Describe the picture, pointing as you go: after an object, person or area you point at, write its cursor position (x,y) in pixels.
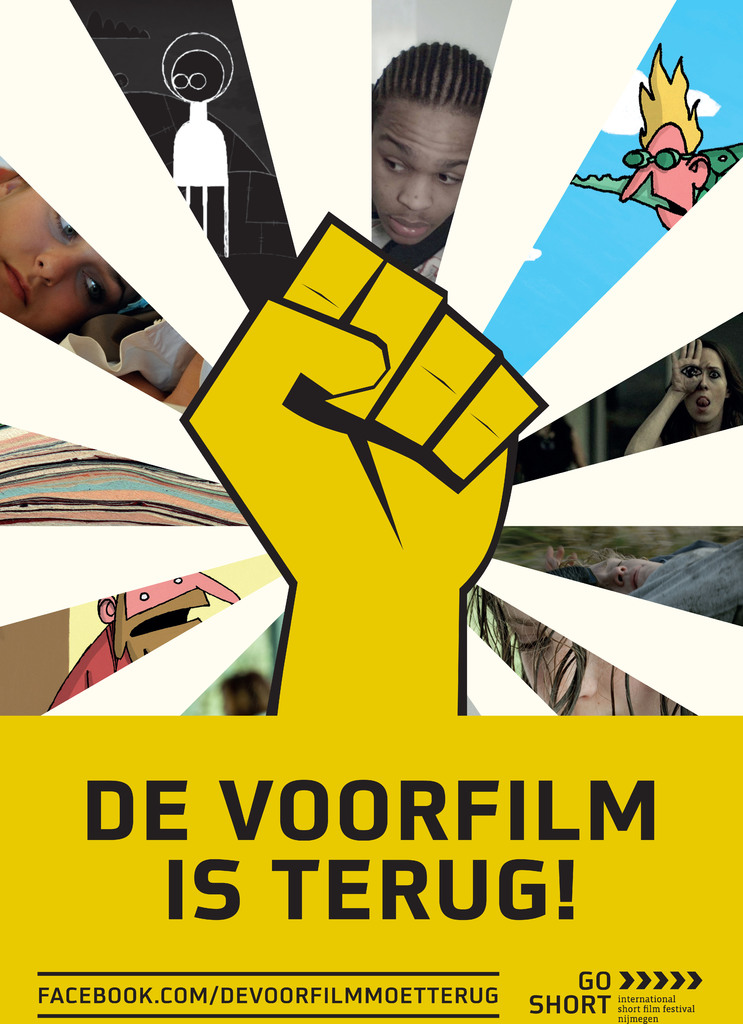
Here we can see a poster (293,638). On this poster (293,638) we can see few persons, cartoon images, hand (355,330) of a person (383,310), and text (411,810) written on it.
